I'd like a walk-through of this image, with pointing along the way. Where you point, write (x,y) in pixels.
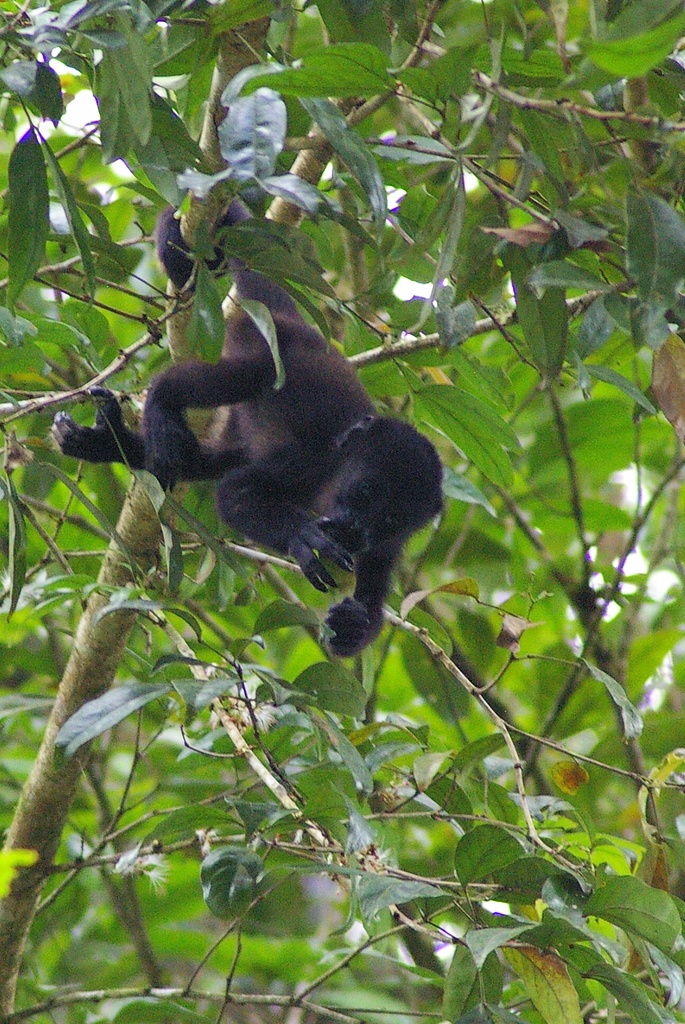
In this image we can see an animal (226,390) on the branch (226,310) of a tree (125,524).
